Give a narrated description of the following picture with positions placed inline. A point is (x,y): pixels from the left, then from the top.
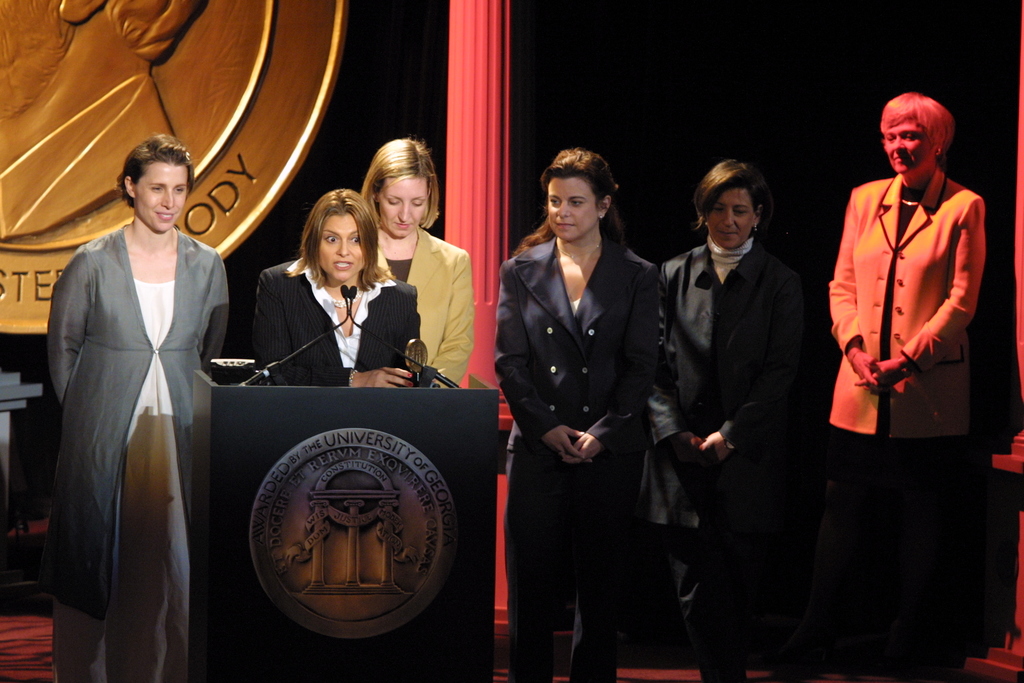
In this image there is a podium (309,407) on which there are some microphones (287,360), behind the podium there are few people (625,311), behind them there is a pole (480,367), object (225,53), background (853,62) is dark.
